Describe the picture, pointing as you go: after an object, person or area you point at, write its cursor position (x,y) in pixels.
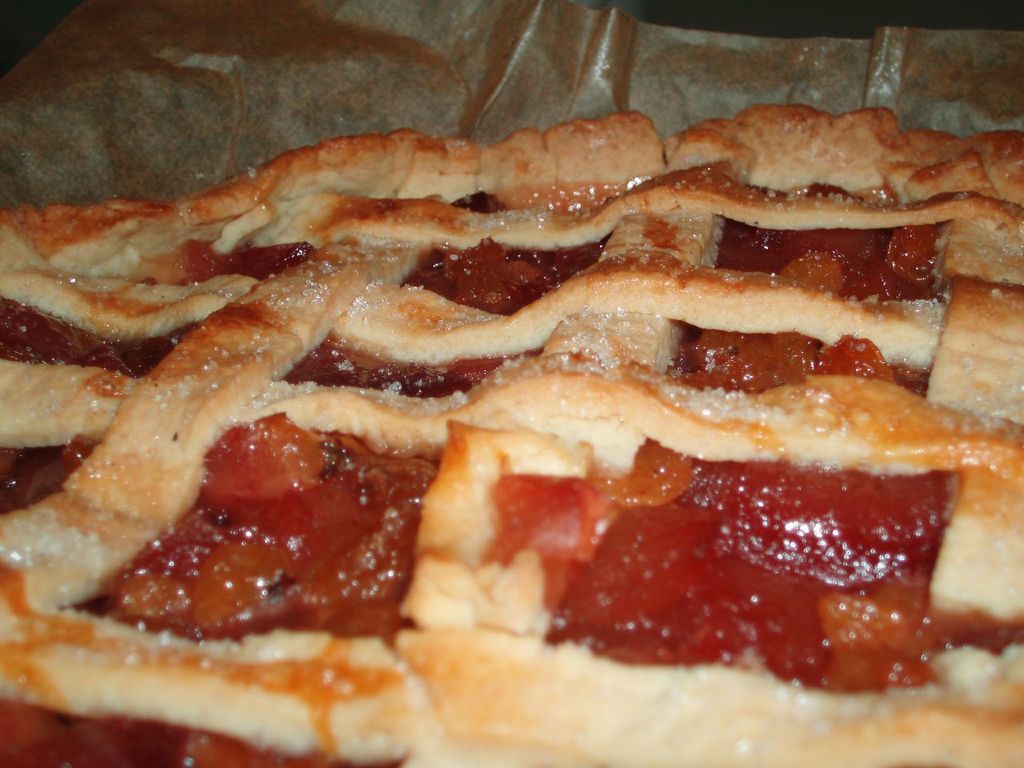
In this image we can see some food (787,613).
